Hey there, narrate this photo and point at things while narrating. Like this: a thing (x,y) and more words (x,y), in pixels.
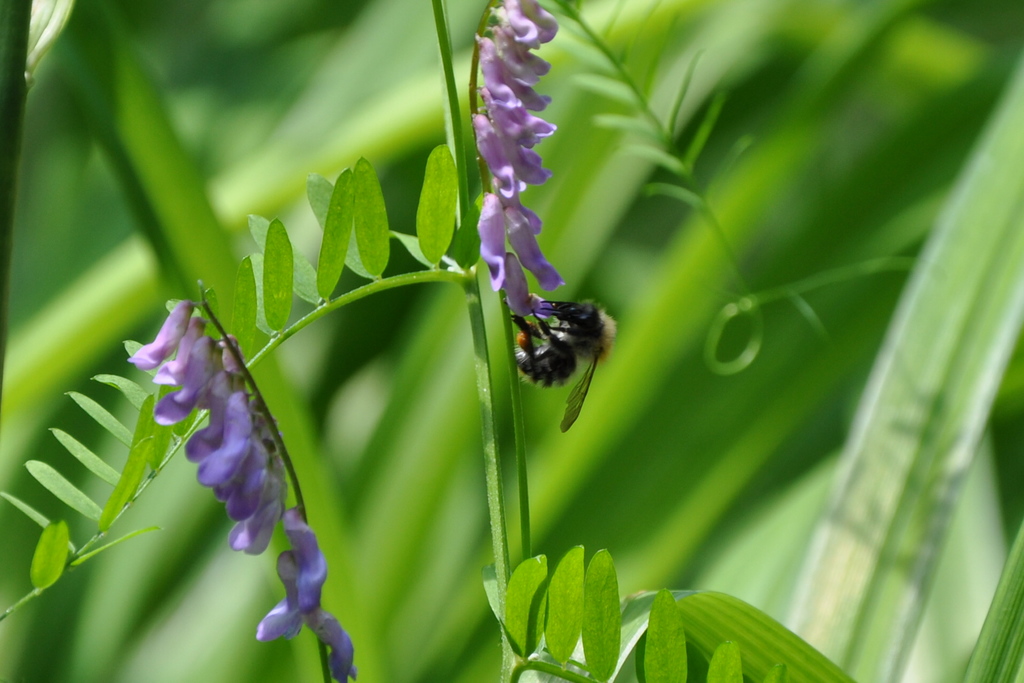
We can see insect (543,326) on flower (547,307) and we can see violet flowers (221,355) and green leaves (527,580). Background (856,6) it is green.
